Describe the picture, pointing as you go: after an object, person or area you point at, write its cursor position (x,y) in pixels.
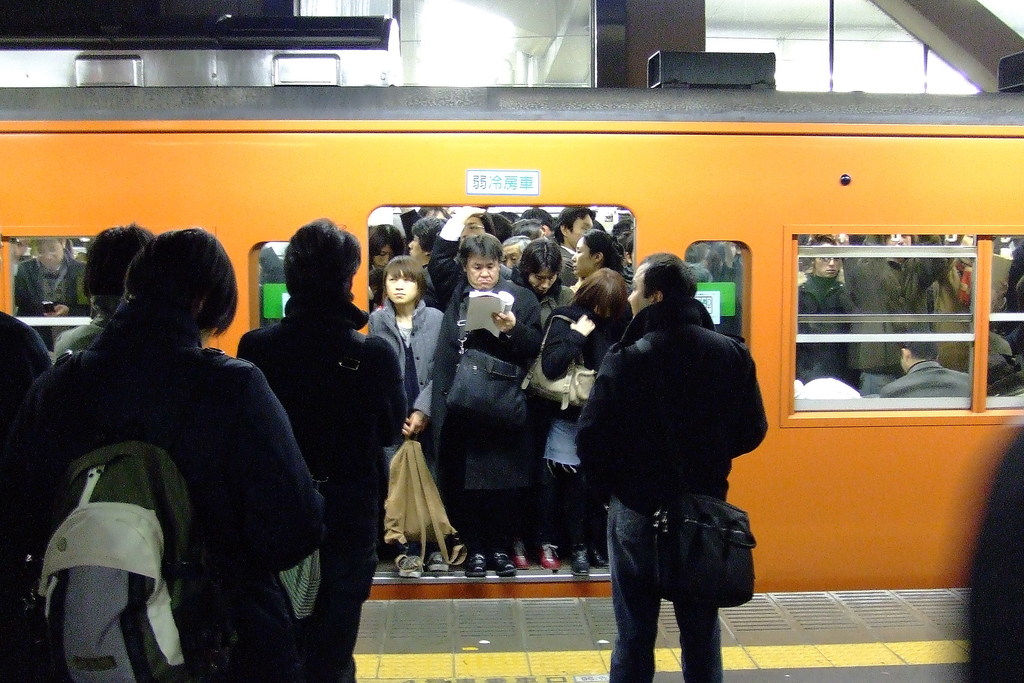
This picture shows few people (236,662) standing on the platform (539,669) and they wore bags (746,580) and we see many people (450,259) standing in the train (488,248) and few of them wore bags (475,406) and a man (476,337) holding a book (485,311) in his hand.
